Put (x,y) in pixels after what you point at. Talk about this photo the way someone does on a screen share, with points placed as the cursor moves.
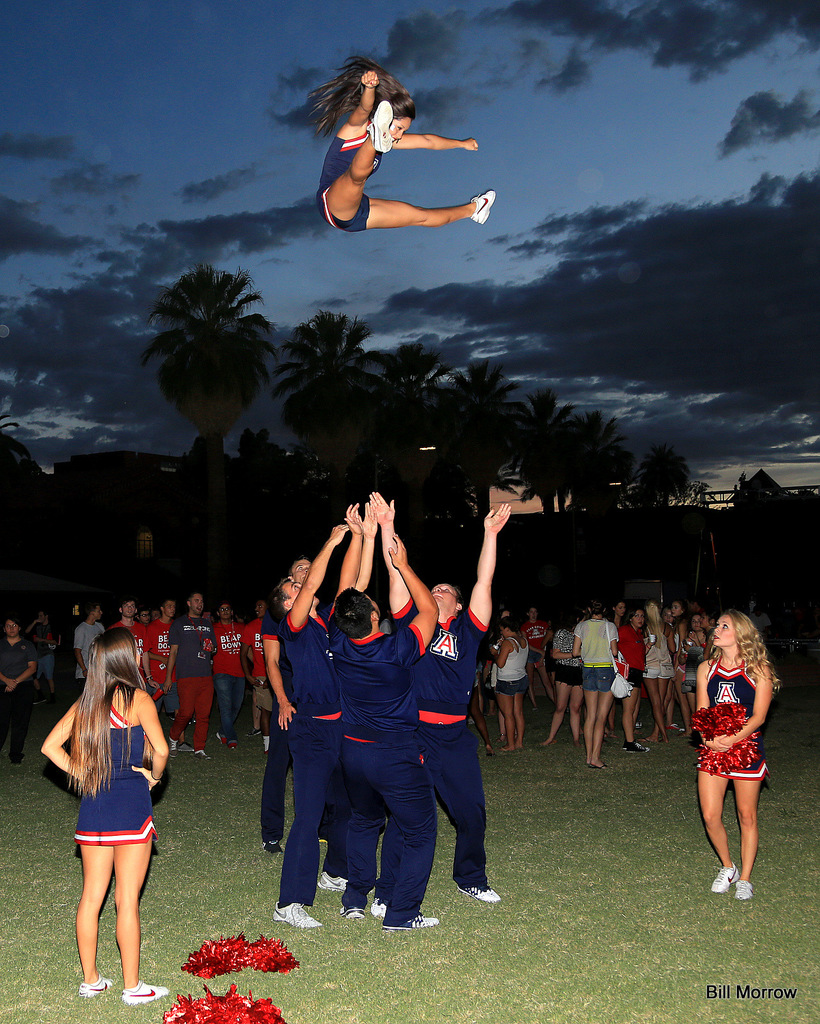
In the picture we can see a few people (485,565) are standing on the grass surface (540,994) and trying to catch a woman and in the background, we can see some people (2,672) are standing on the grass surface (438,906) and behind them we can see the trees (524,449) and the sky (476,335) with clouds (659,338).
